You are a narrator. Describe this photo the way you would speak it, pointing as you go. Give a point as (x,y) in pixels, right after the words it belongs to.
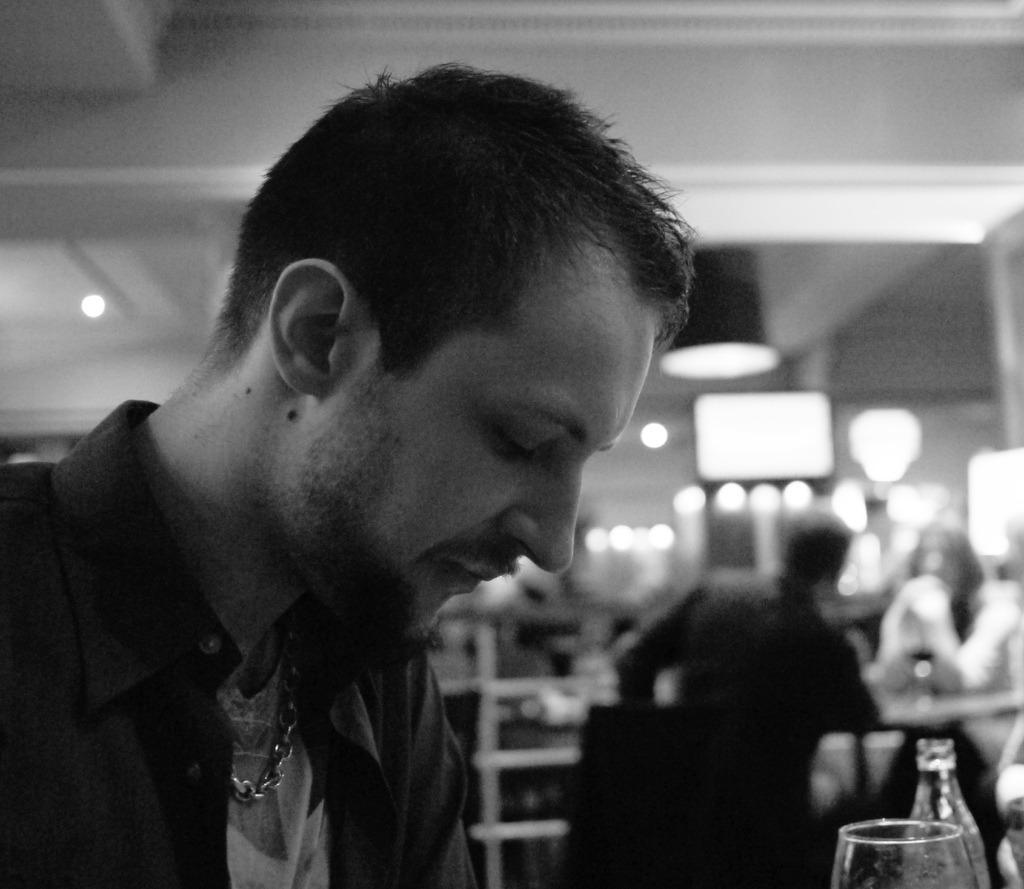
It is a black-and-white image. In this image, we can see man (582,455) wear a shirt (368,770). Here button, chain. And in-front of him, we can see a glass (939,841), bottle (940,782). The background (789,651), we can see few peoples (883,660) are sat on the chair (757,766). There we can see some shelves (527,764) and the roof (723,168). We can see lights (775,497). And table (951,710) here. On the top of the table (958,698), we can see some glass (924,674).
